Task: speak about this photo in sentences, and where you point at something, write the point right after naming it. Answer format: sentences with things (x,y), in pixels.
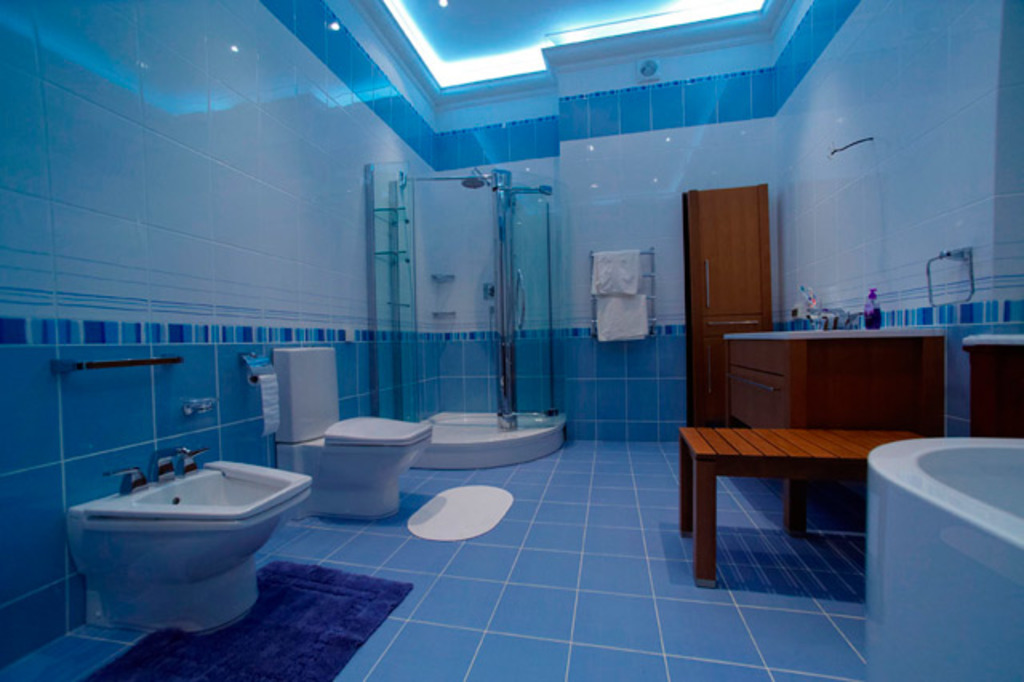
This is a picture of the inside of the washroom (331,139). In this image on the right side (745,452) there is one table (753,463) beside that table (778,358) one door (719,328) is there, and on the left side (156,527) there are two toilets (229,493). And in the middle of the image (608,322) there are two clothes (615,296) and on the top of the image (613,123) there is one wall (356,136) and one floor (556,517) and on the floor (534,595) there is one carpet (327,631) and doormat (440,531) is there and in the background (523,263) there is one glass door (511,294) on the bottom of the right corner (943,604) there is one bathtub (943,544).
